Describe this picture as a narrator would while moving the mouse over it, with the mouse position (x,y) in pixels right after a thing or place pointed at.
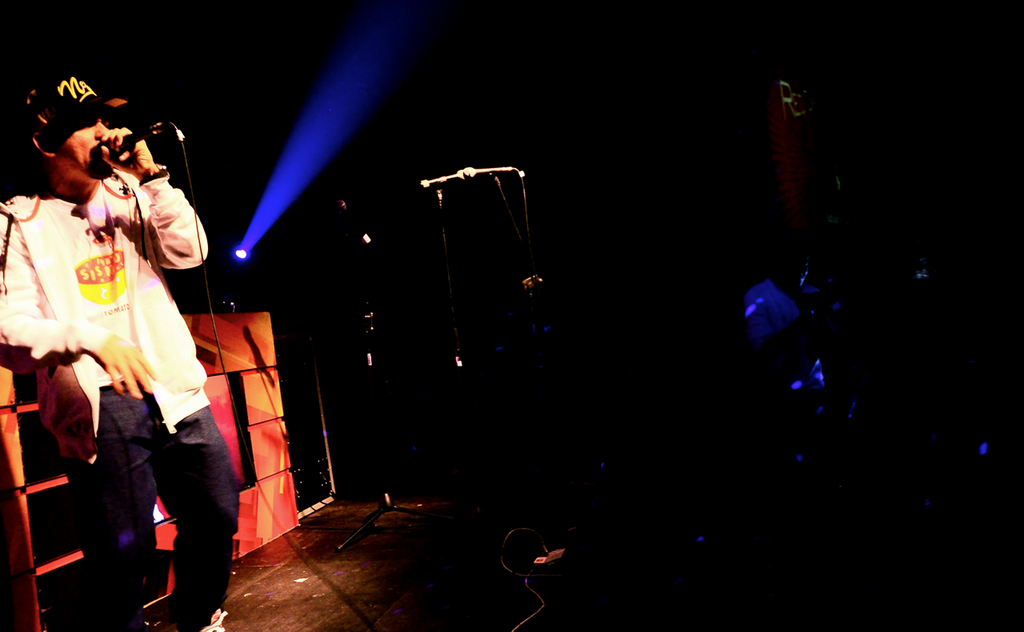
On the left side of the image (216,623) we can see a person (129,430) with the mic (129,146). In the center of the image (533,300) we can see mic stand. In the background (466,266) there is a light (244,243) and wall (402,130).
